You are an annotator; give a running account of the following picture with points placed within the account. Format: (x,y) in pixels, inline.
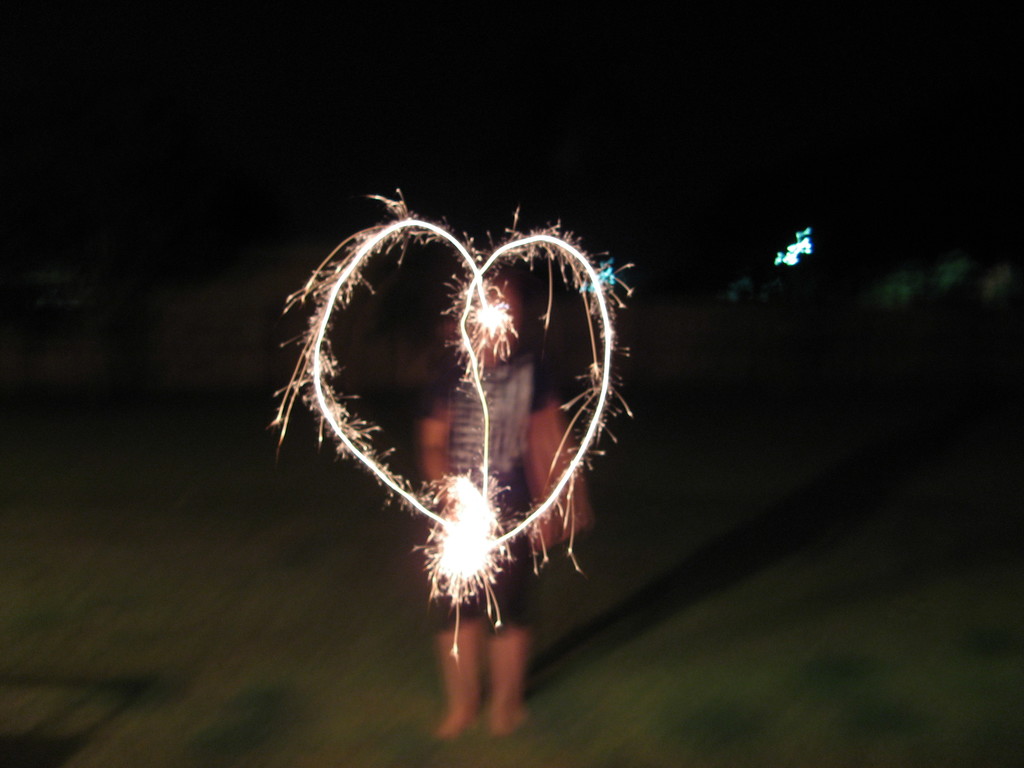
In the middle of the image (464,482), there is a light (487,537) in the form of a symbol (487,537). Beside this symbol (422,507), there is a person (515,715) standing on the ground (437,709). In the background (807,241), there is another light (784,261). And the background (877,147) is dark in color.
